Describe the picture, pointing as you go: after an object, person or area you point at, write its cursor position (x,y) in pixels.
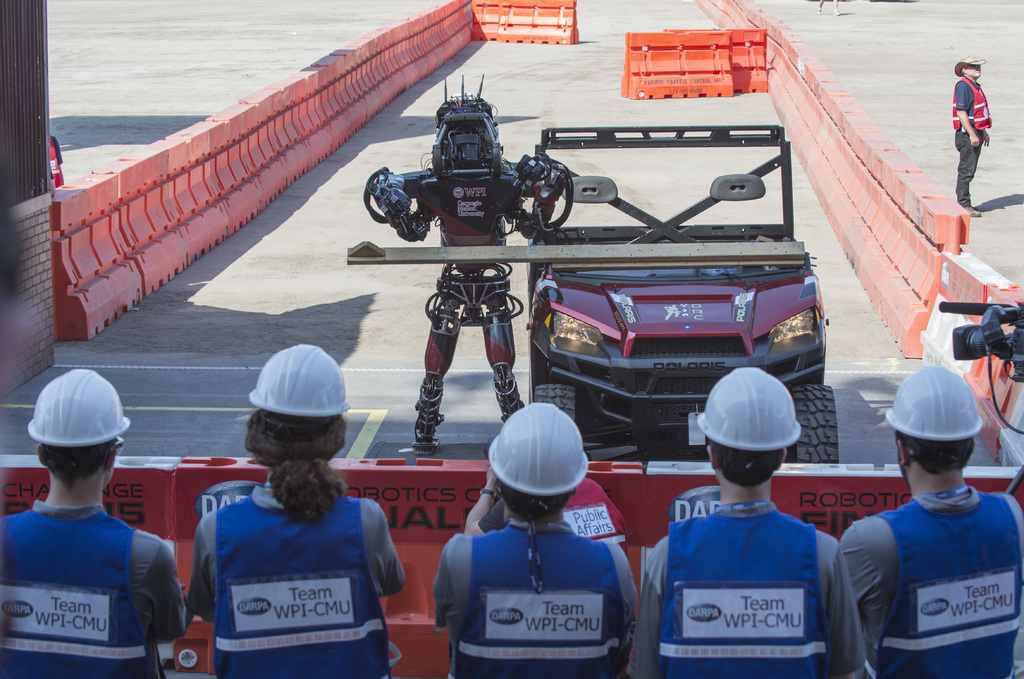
In this image we can see few people (606,609) standing and wearing helmets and there is a camera (996,315) on the right side of the image (1018,360) and we can see some barricades (996,362). There is a vehicle (590,419) and a robot (396,211) in the middle of the image (674,358) and we can see a person (978,73) standing and wearing a hat (968,65).
